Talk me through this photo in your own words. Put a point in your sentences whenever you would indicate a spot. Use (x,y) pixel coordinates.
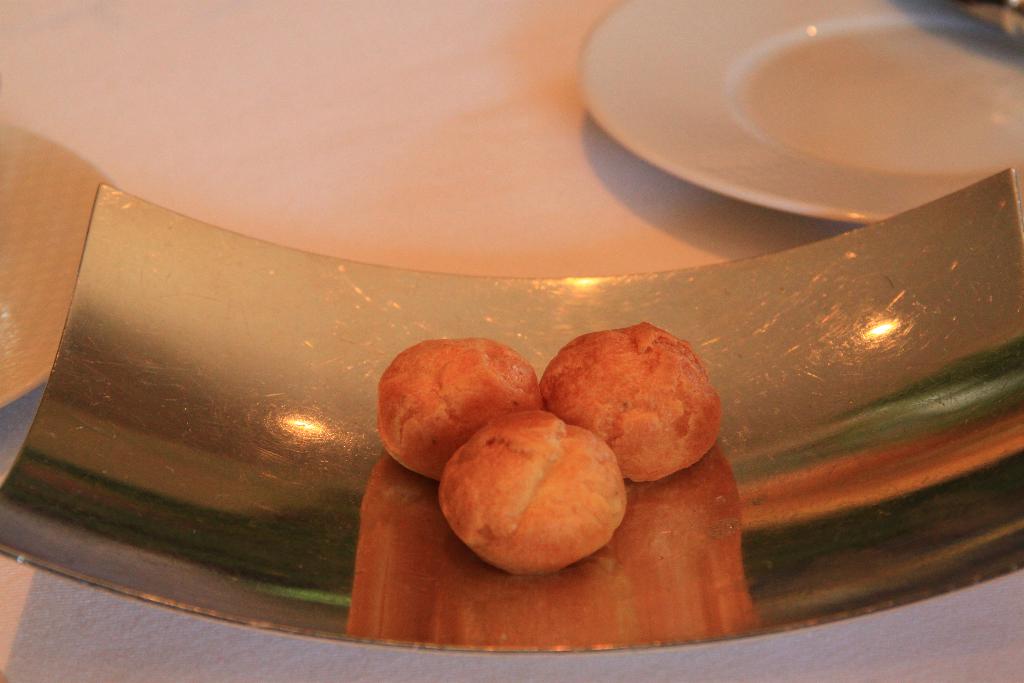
In the picture we can see a food item (463,484) on the tray (228,460) and beside it, we can see a plate (809,155) which is white in color.
